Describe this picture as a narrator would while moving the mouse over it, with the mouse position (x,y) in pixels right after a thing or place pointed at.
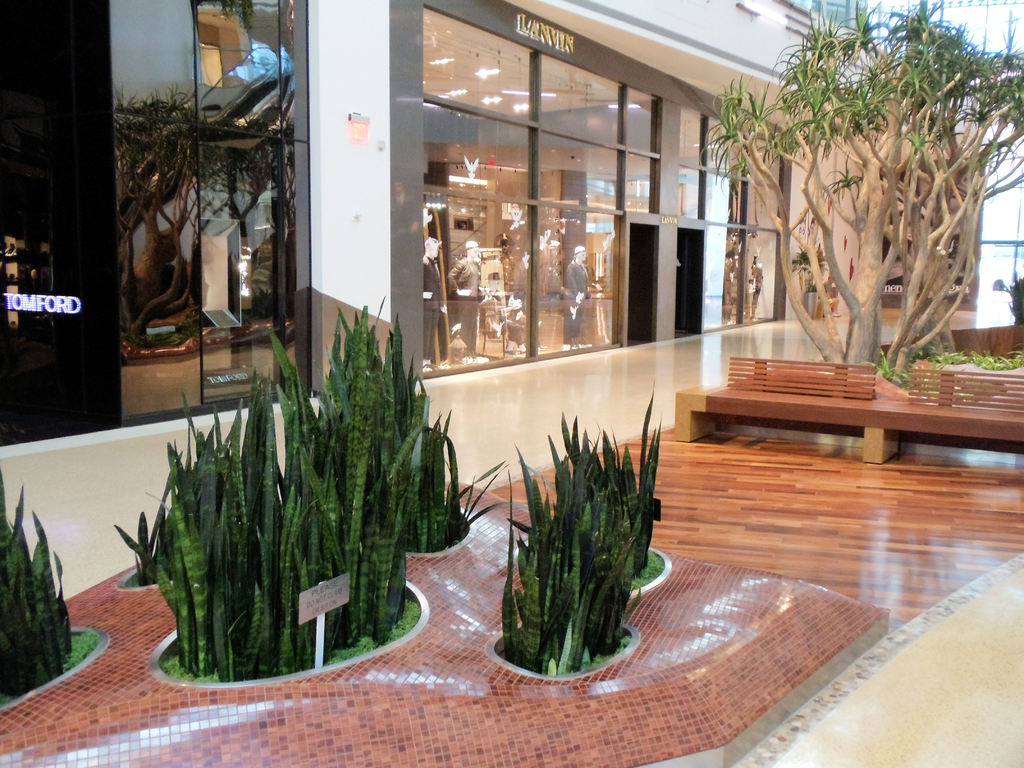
In front of the picture, we see the plants (283,608) and the name board (314,618) in white color. On the right side (809,379), we see the benches (817,384) and the trees (909,297). On the left side (85,160), we see a board (80,250) in black color with some text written on it. In the background (324,171), we see a building (536,161). It has the glass doors (246,176). We see the mannequins (456,302), lights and some other objects (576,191) inside the building (774,302).
